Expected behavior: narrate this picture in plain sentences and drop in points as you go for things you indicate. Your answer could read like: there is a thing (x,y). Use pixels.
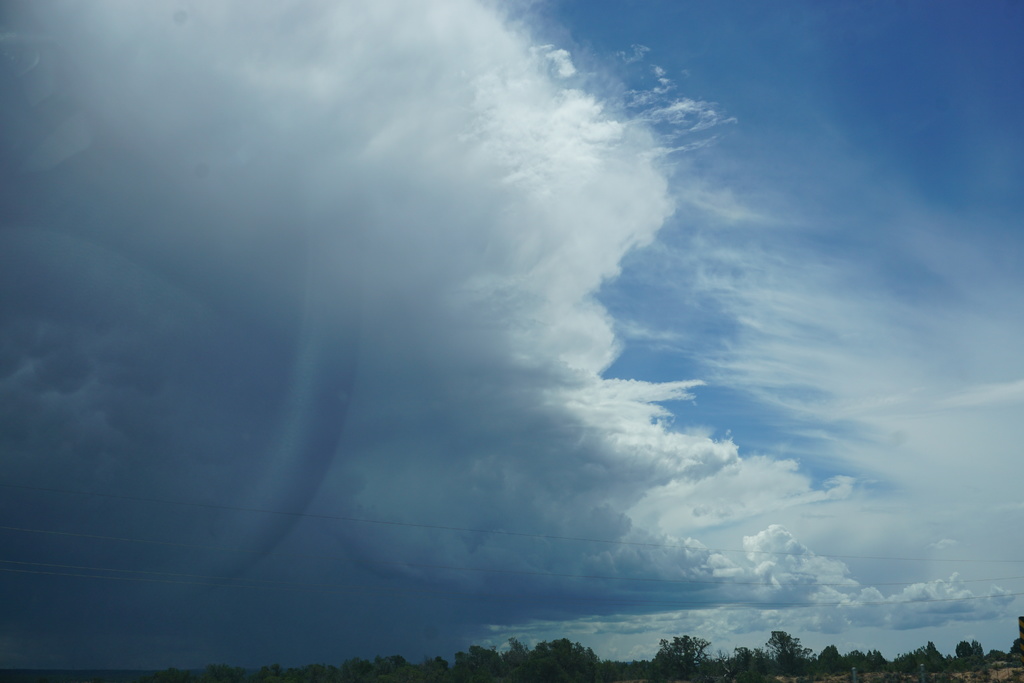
At the bottom of the image (576,674) there are trees (921,652). In the center (668,279) we can see sky (565,282).
